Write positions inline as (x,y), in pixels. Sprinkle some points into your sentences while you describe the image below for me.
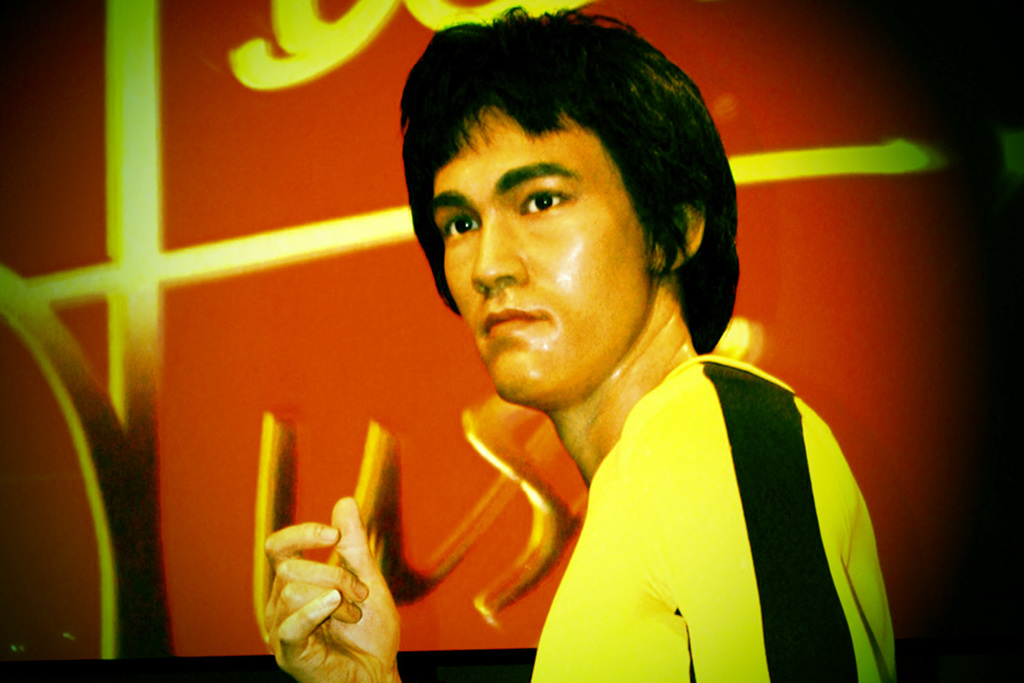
In the picture I can see a man (611,405) who is wearing yellow and black color clothes (662,558). In the background (177,95) I can see a red color object (331,250) which has some designs (228,245).
